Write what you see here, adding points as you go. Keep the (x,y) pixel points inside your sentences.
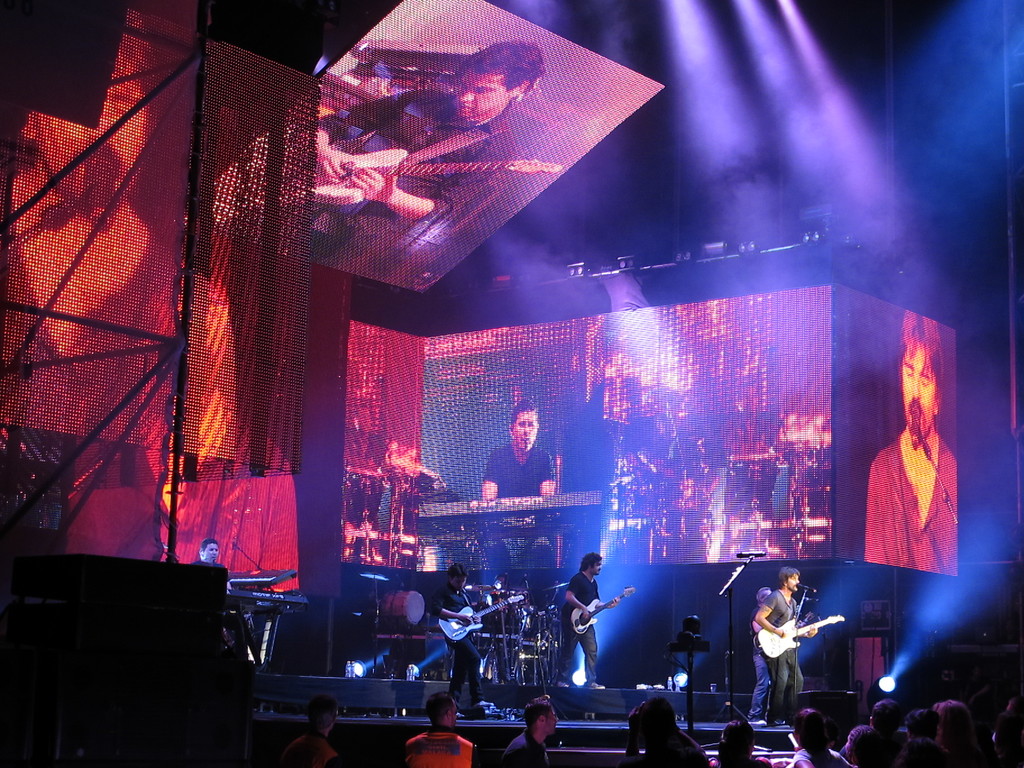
In this image we can see some people (597,594) standing on the stage (588,710) holding the guitars (611,600). We can also see mics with stand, some lights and the musical instruments (553,657) on the stage (620,691). On the backside (422,569) we can see some poles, lights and the display screens (453,443). In that we can see the picture (455,464) of a person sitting beside a piano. On the bottom of the image (449,755) we can see a group of people (434,741).
